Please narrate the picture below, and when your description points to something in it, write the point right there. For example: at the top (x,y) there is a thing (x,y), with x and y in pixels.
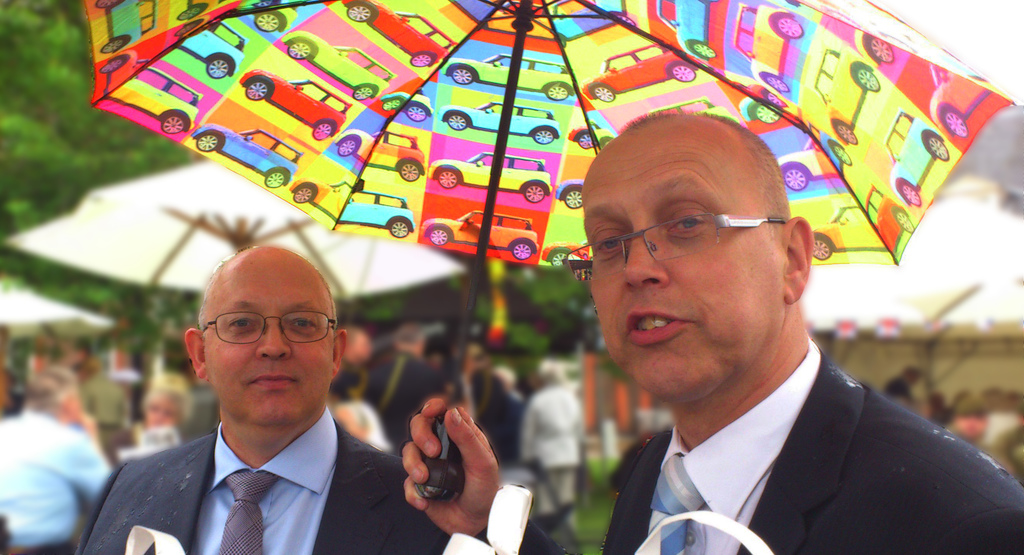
In this picture we can see the trees (580,290) and people (306,368). Background (46,274) portion of the picture is blur. We can see umbrellas (465,147). We can see a man (781,210) holding an umbrella (570,205) and both men (674,300) wore spectacles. On the umbrella (689,67) we can see the depictions (485,71) of the cars (485,71).
